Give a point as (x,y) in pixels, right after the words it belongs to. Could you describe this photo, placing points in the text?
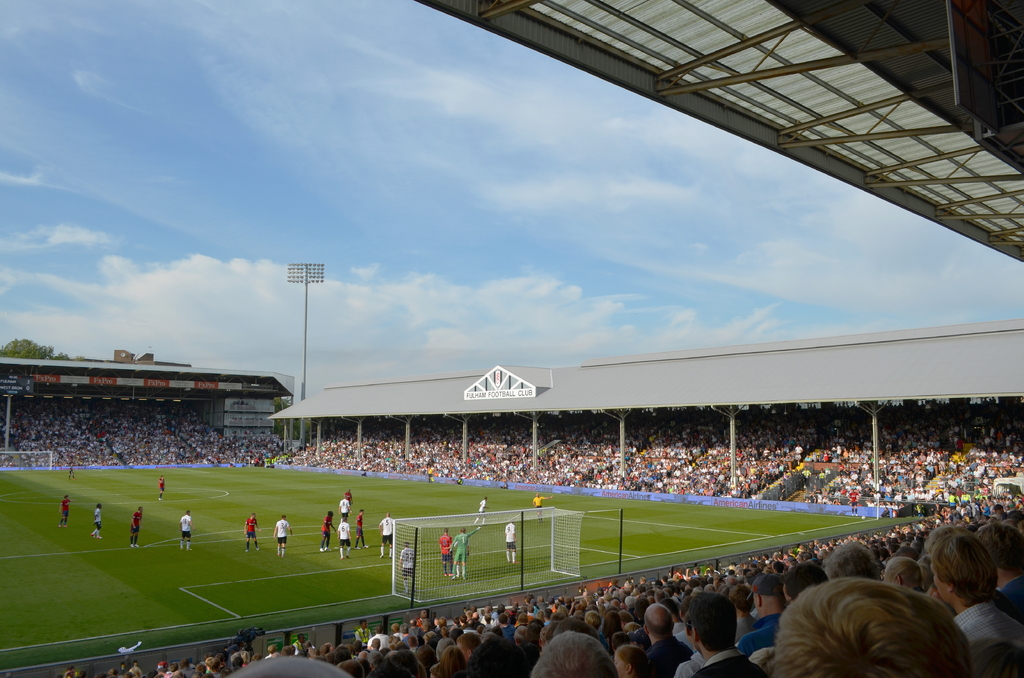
In this image we can see many people (246,523) on the ground (263,501). There are two goal posts (431,538). Also there are many people (143,442) sitting on stadium (725,609). And we can see a pole (304,365) with a light (301,271). In the back (28,344) there is tree (16,349). Also there is sky (472,202) with clouds (559,287).
